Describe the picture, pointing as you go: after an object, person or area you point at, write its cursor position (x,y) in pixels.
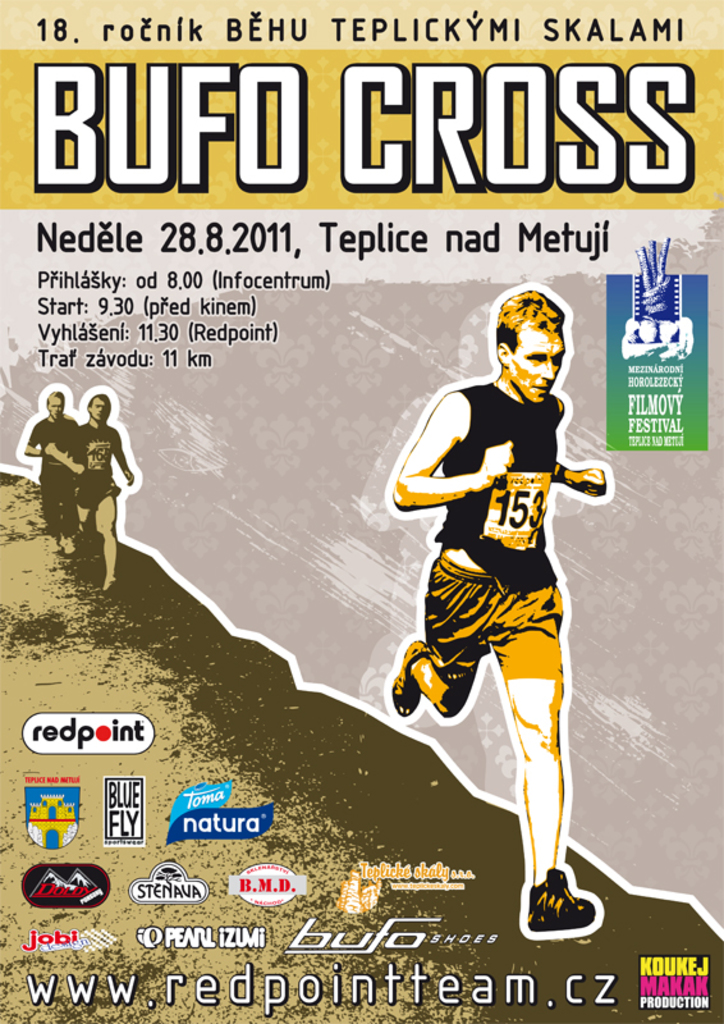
This is the image of a poster (414,521) where there are pictures (578,896) of persons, some logo symbols (133,819) and some text (239,884).
